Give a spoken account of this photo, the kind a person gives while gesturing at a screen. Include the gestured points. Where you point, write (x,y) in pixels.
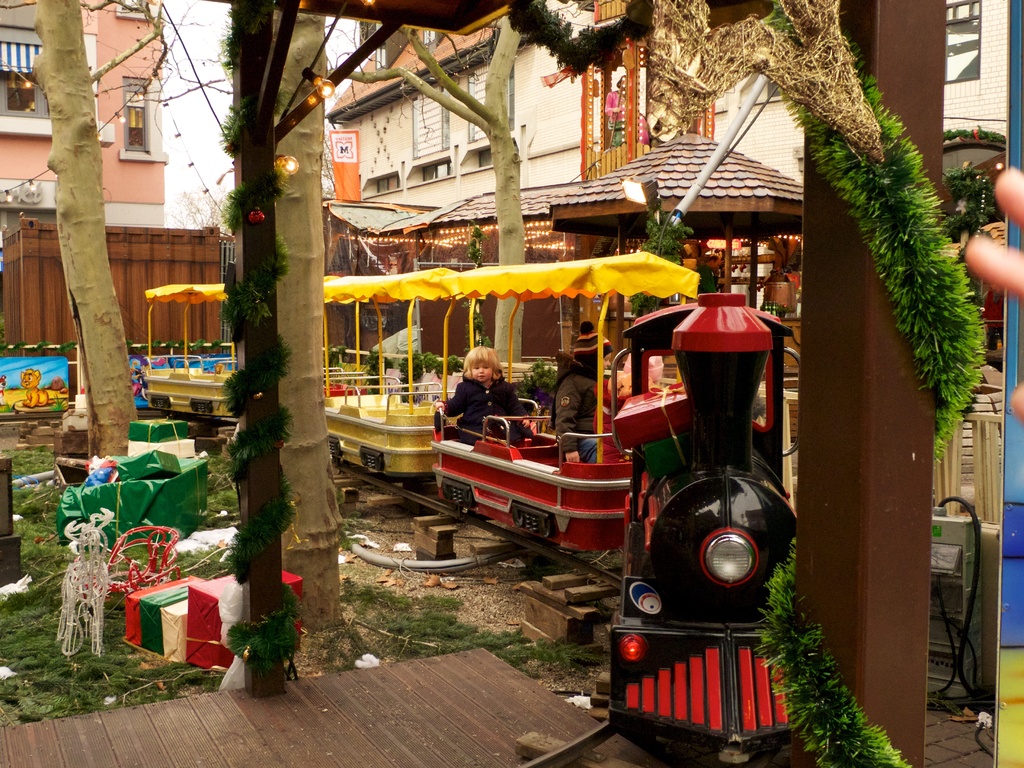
In this image I can see the children's train ride (382,372) and two children (508,409) are sitting in it. On the right side (881,359) there is a pillar (879,544). On the left side (79,304) there is a tree (106,355) and many objects (174,653) are placed on the ground (82,676). At the bottom (321,736) there is a wooden plank (293,742). In the background (436,153) there are few buildings (554,109) and also I can see the sky (187,119).
